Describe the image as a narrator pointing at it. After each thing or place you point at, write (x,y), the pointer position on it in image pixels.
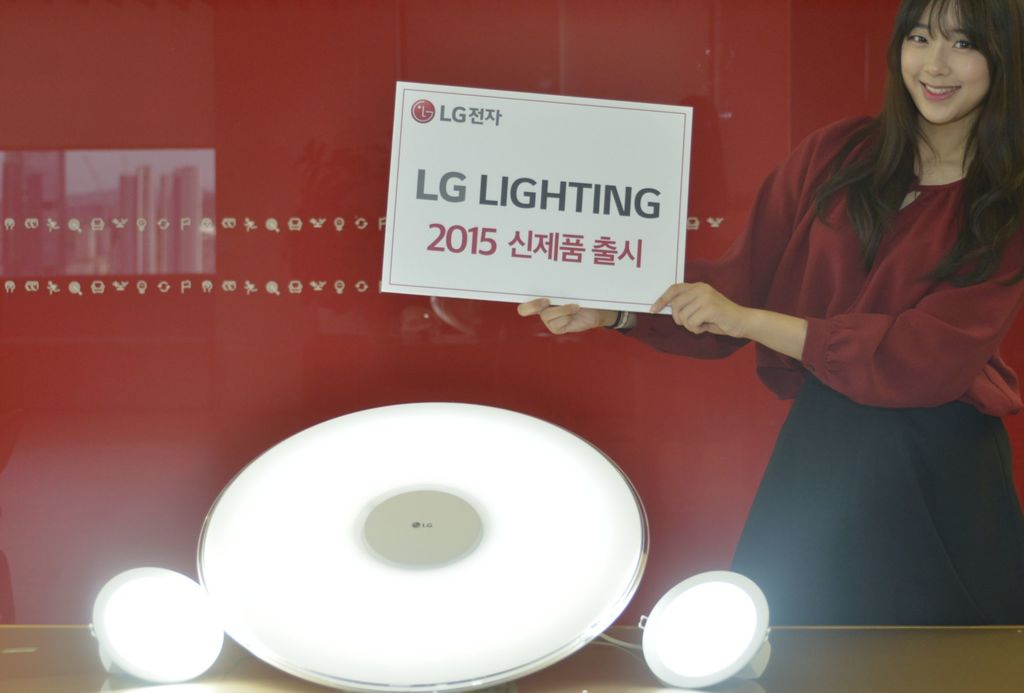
This is the picture of a girl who is holding some board (556,196) in her hand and in front of her there are some things (490,595) which are white in color and behind there is a red wall (225,130).
